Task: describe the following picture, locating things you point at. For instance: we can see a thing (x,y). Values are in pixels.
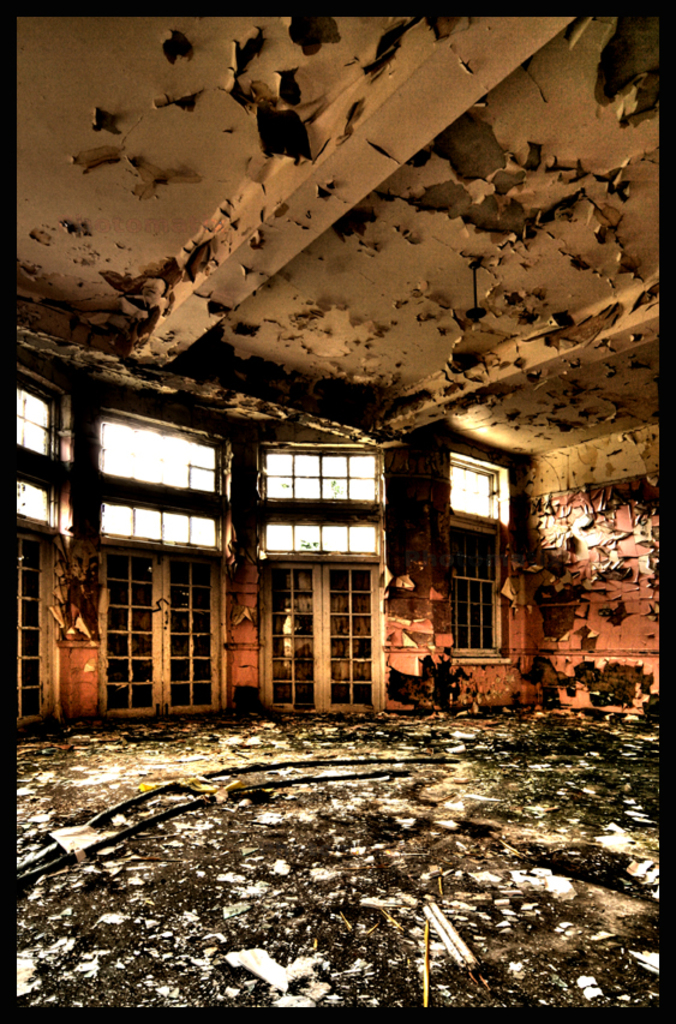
This is a photo. This is an old building (318,569). In this picture we can see the doors (152,712), window (493,611), wall (534,622). At the bottom of the image (390,757) we can see the floor (306,850), rods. At the top of the image (486,305) we can see the roof (281,218).
